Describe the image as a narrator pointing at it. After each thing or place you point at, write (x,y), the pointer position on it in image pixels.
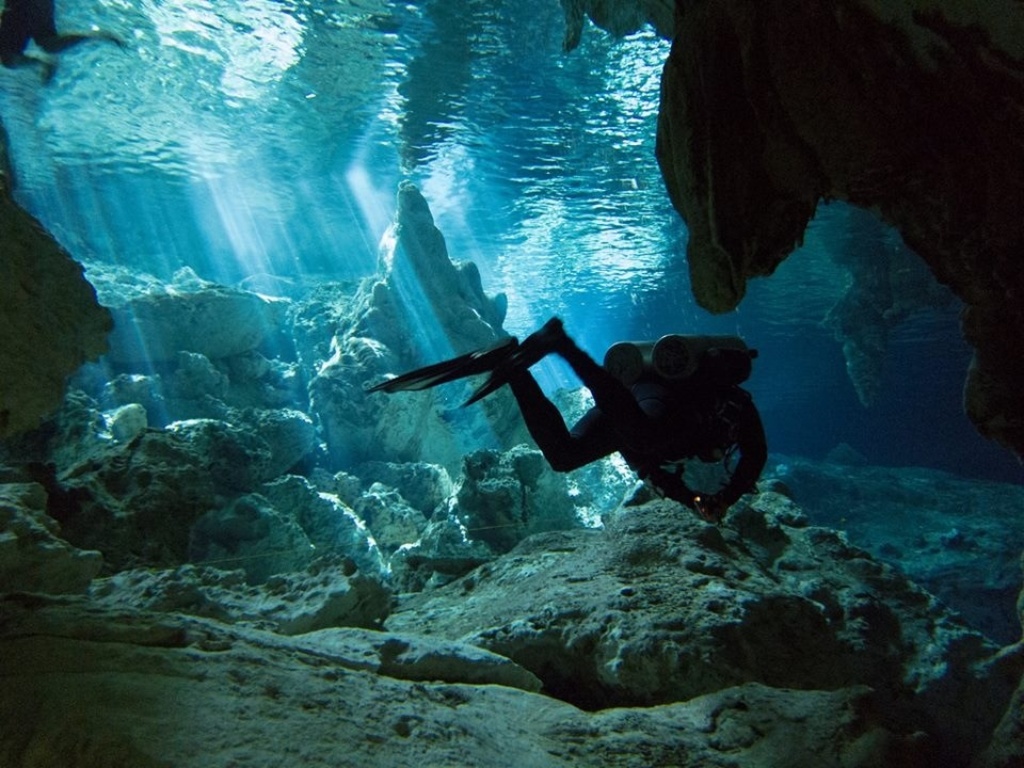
In this image we can see underwater. There is a person (615,443) wearing cylinders (632,356) is swimming. There are rocks (580,405).
